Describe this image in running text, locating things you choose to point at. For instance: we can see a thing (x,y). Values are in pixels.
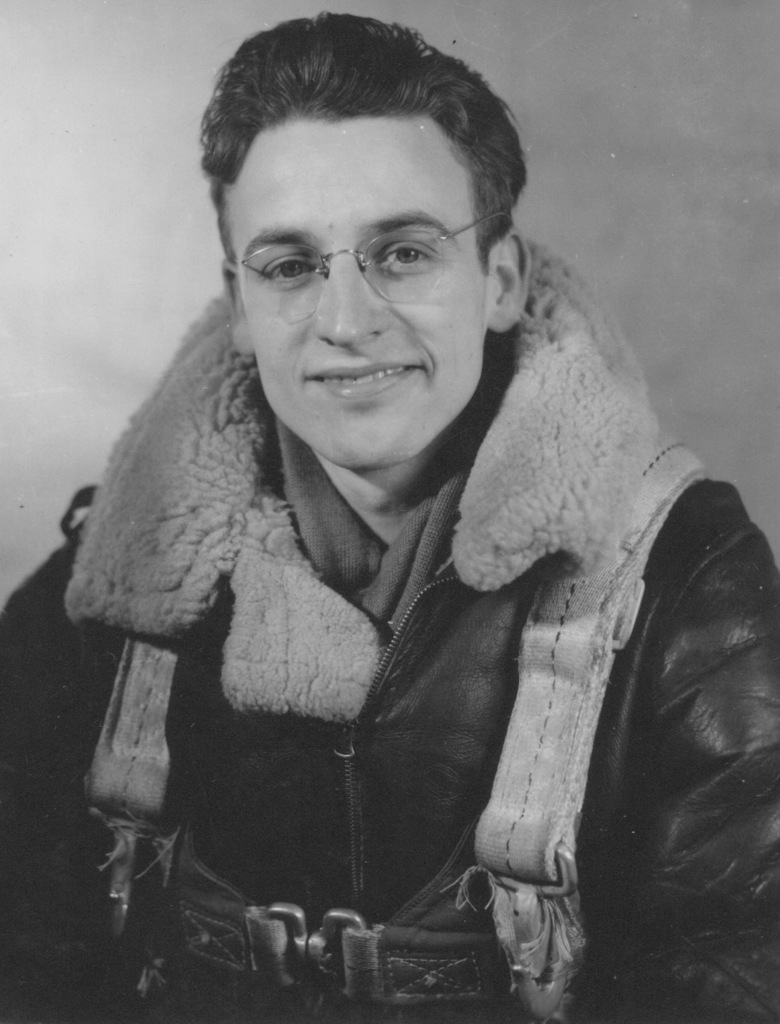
In this image I see a man (304,363) who is wearing a jacket (231,748) and I see that he is smiling and I can also see that he is wearing a spectacle (378,255).
